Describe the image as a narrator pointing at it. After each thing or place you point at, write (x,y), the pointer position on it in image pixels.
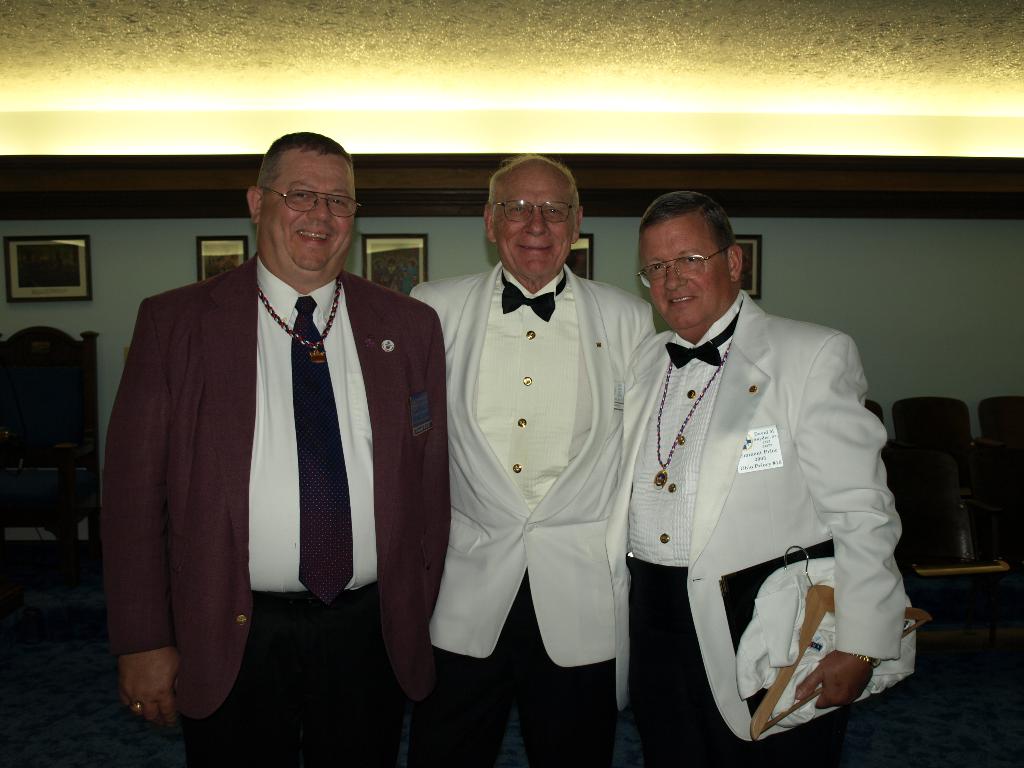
In this picture I can see few men (480,409) standing and they wore spectacles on their faces (678,223) and I can see a man (823,663) holding a file (752,588), hanger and a cloth (813,652) in his hand (847,672) and I can see few photo frames (400,276) on the wall (147,276) and I can see few chairs (929,517) and a table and I can see lights (457,121) on the ceiling (553,60).
